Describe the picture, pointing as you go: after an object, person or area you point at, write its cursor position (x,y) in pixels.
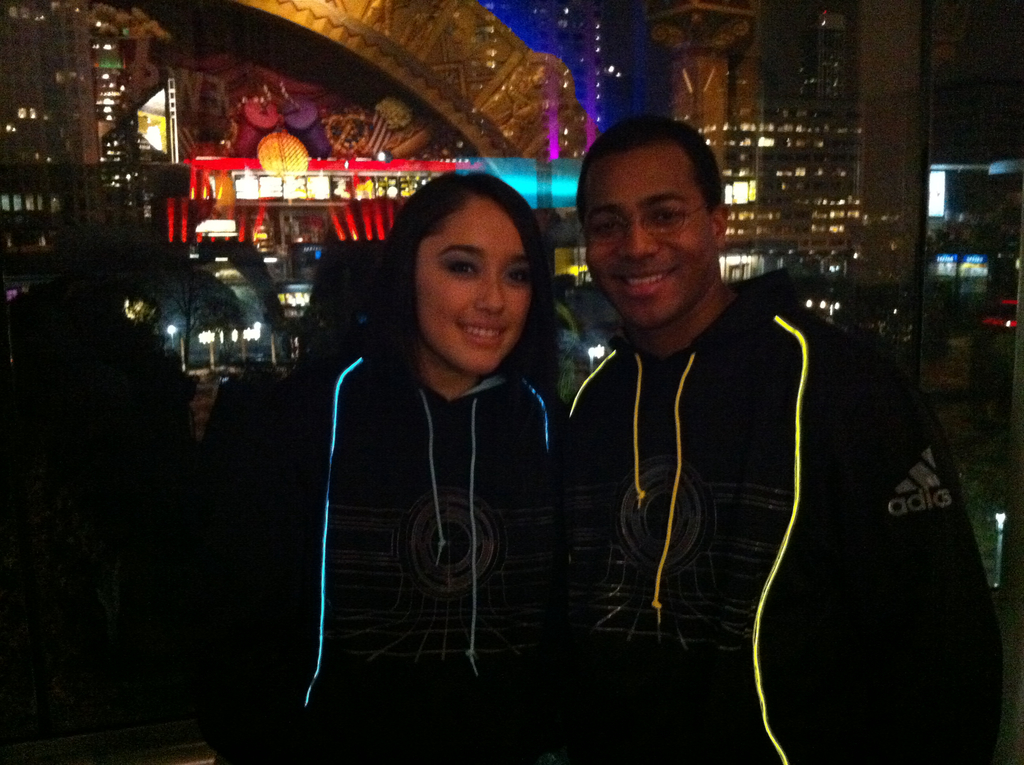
This picture is clicked inside. In the foreground (764,469) we can see the two persons (495,286) smiling, wearing hoodies (673,447) and standing. In the background (821,107) we can see the lights (163,113) and many other objects (192,293).
